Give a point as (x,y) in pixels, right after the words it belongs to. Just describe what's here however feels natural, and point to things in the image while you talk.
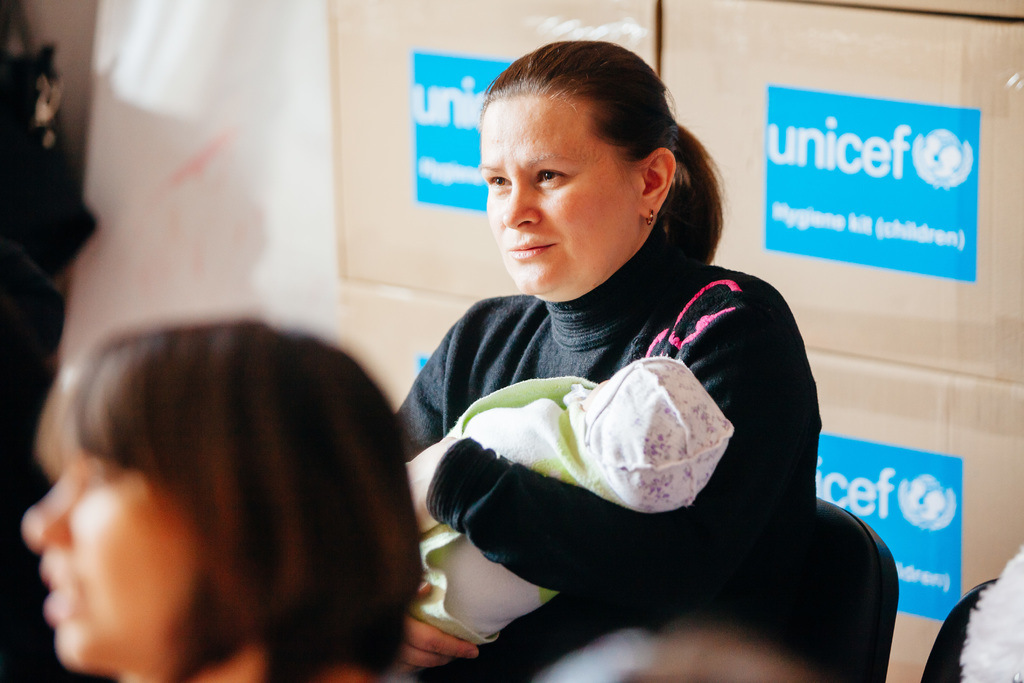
In this picture I can see a woman (522,340) holding a baby (562,436) and I can see another woman (392,543) and I can see text (776,151) in the background (838,201).
